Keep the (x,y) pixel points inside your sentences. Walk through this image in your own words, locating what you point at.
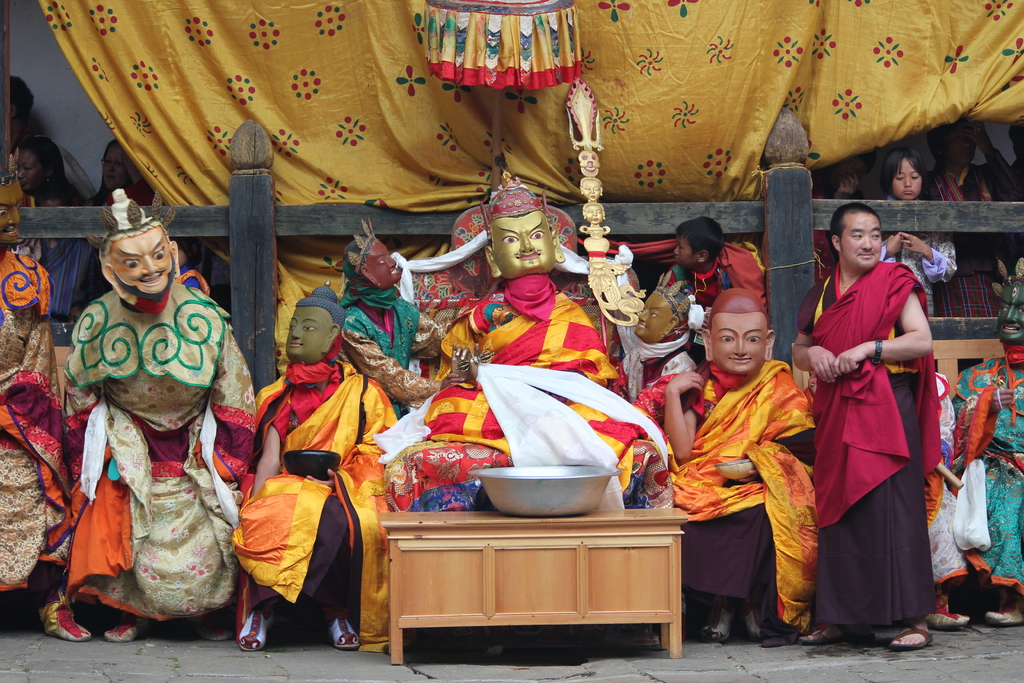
In the center of the image (437,392) there is a person (521,430). There is a table (394,651) on which there is a bowl (583,487). There are people (749,518) with masks (747,365). There is a wooden fencing (767,280) in the background of the image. There is a yellow color cloth (355,89).
